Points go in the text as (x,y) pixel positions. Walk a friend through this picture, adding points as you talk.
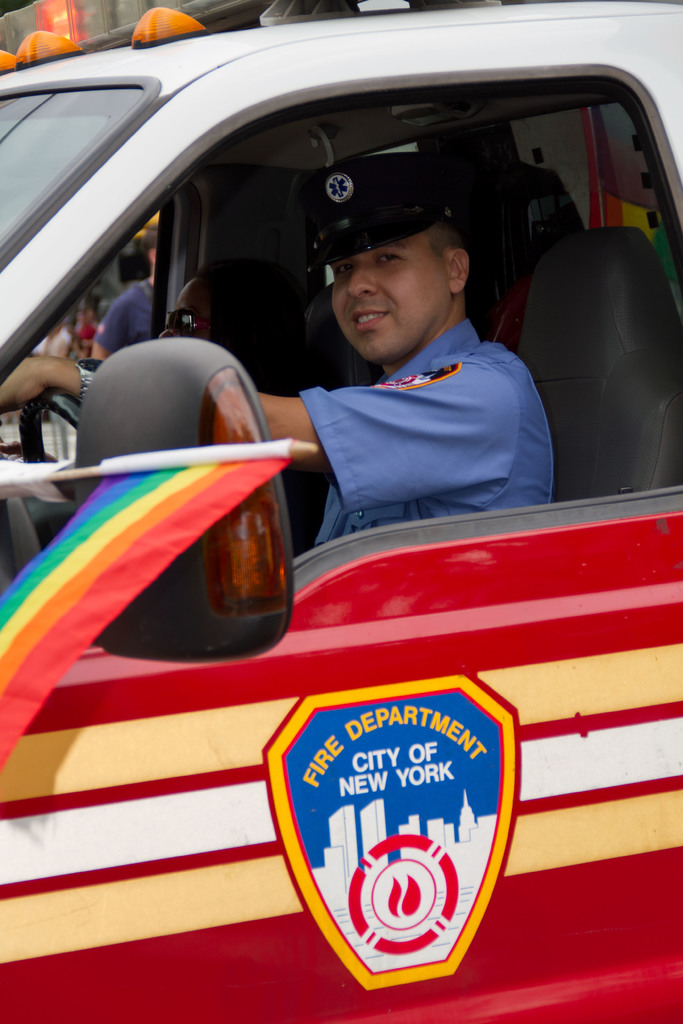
This picture shows a man (480,491) driving car (234,12) and we see "fire department city of New York" written on it
